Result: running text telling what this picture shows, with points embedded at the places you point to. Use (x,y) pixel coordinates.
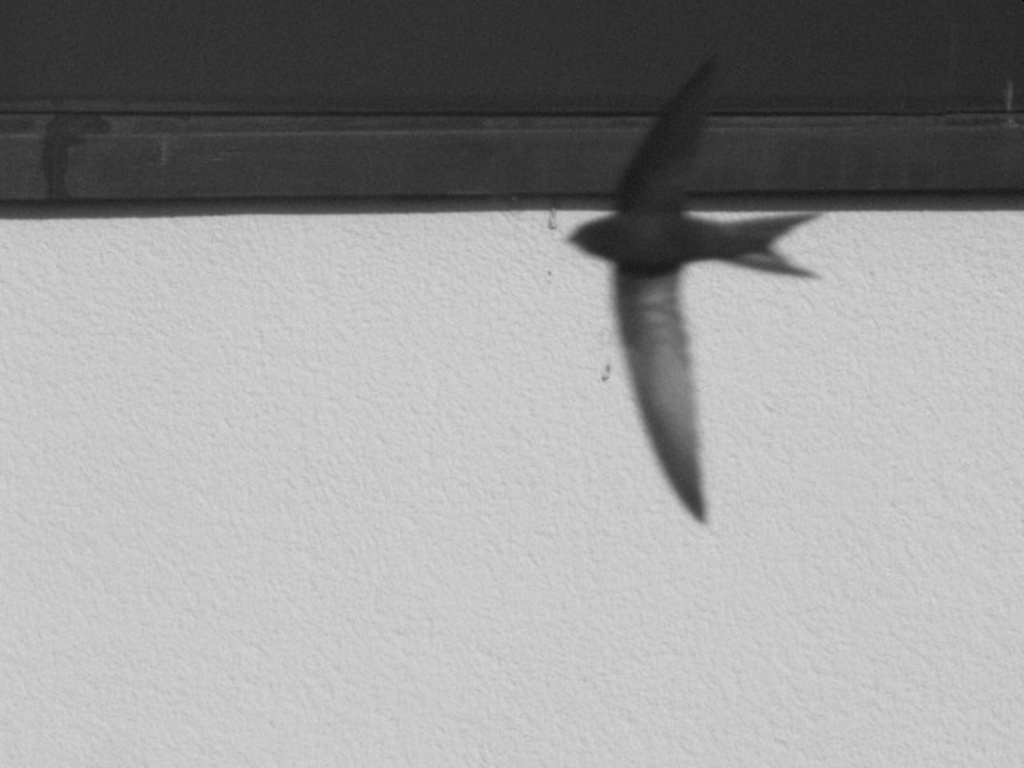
In this image, I can see a bird (668,363) flying. In the background (474,171), I can see an object (256,174) to the wall (283,405).
